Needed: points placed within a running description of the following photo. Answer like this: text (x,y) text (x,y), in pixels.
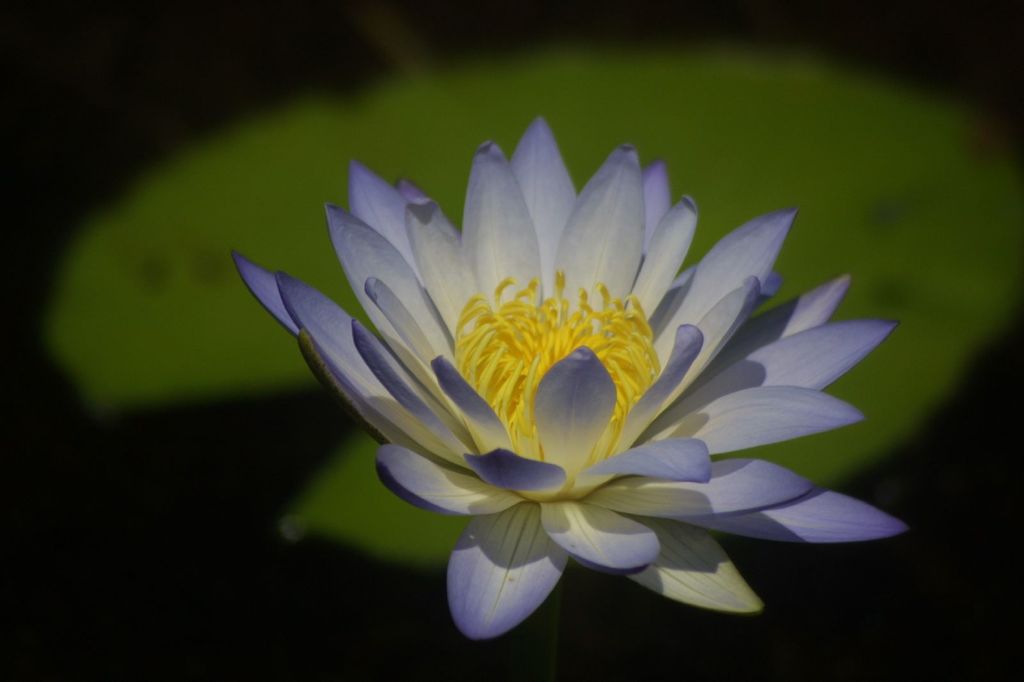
In this image we can see one blue lotus (610,456) with leaf (409,125) and there is a dark background (58,21).
